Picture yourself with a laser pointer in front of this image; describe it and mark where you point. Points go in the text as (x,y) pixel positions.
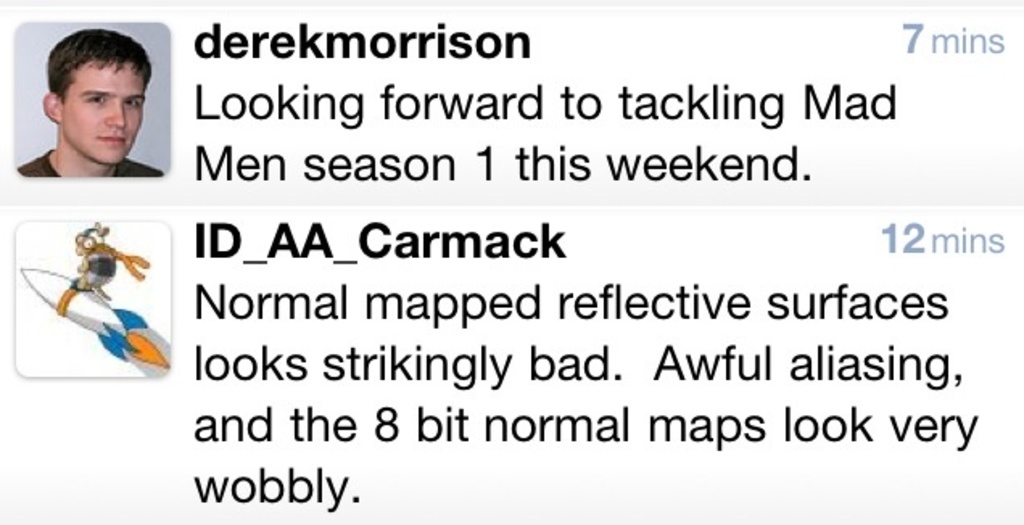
In this picture, we can see a screenshot (267,198) of a web page (126,209), and we can see some images (131,135) and text (319,226) on it.
